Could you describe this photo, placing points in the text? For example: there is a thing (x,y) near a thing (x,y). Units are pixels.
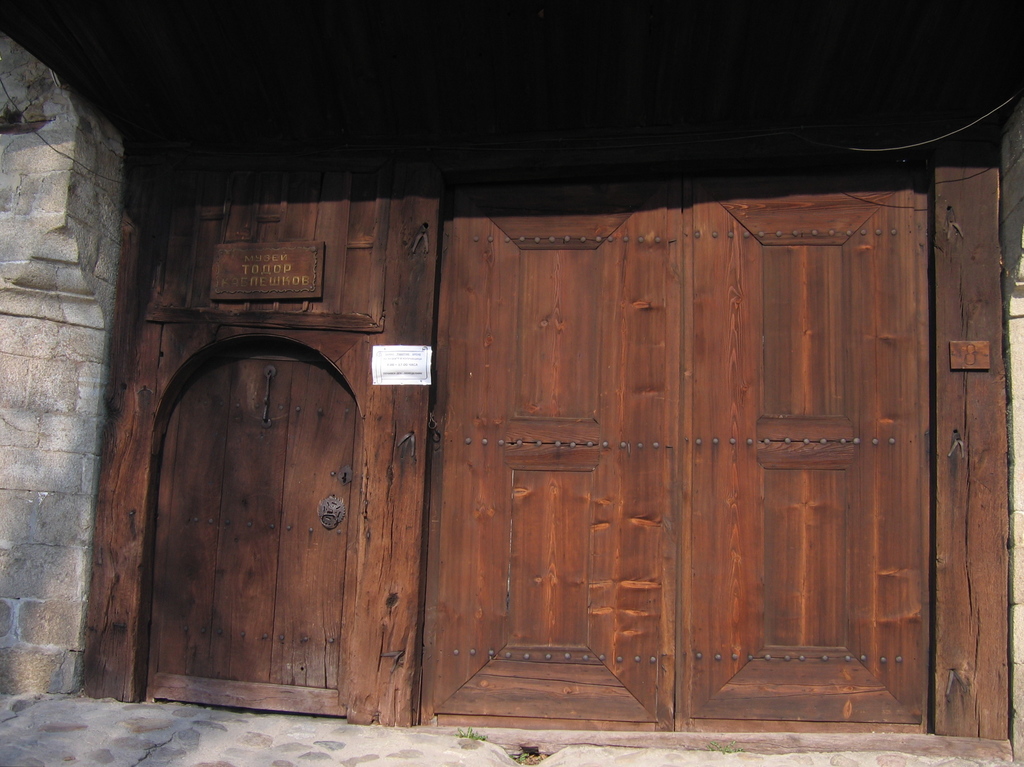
In this image there is a door (264,428) and on the door (534,368) there is a board (308,287) and there is a paper (410,379) with some text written on it. On the left side (56,380) there is a wall (52,397).
